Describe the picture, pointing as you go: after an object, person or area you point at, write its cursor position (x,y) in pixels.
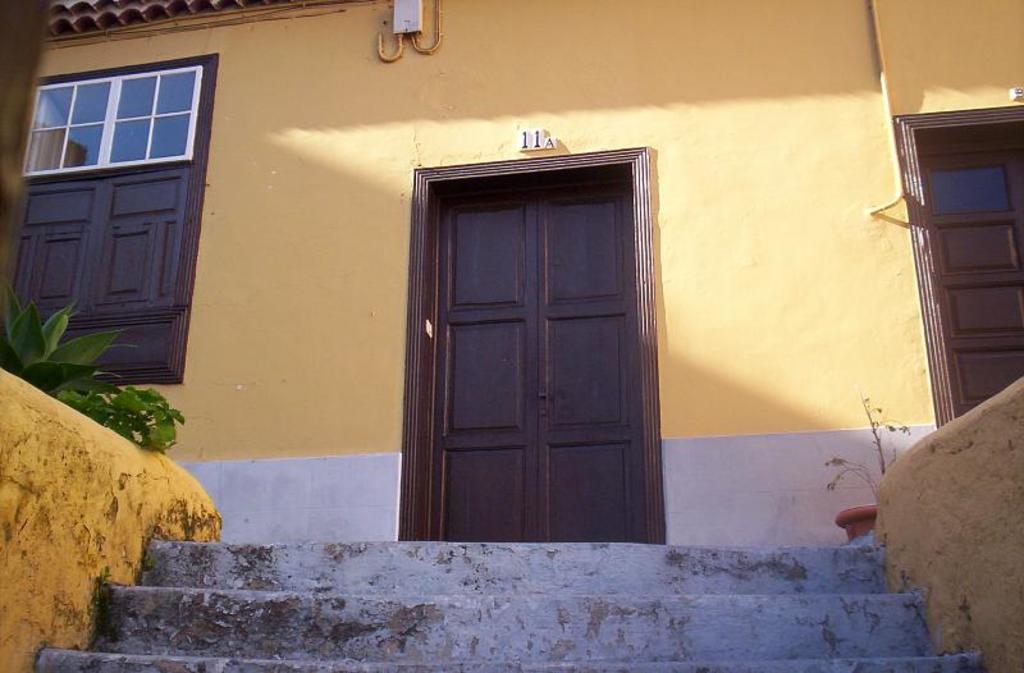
This is a building (425,281) with doors (538,367) and window (121,207). In front of the building (309,534) there are steps (292,593). On the left side (108,398) there are plants (158,446). And on the right side (864,531) there is a pot (849,526).
